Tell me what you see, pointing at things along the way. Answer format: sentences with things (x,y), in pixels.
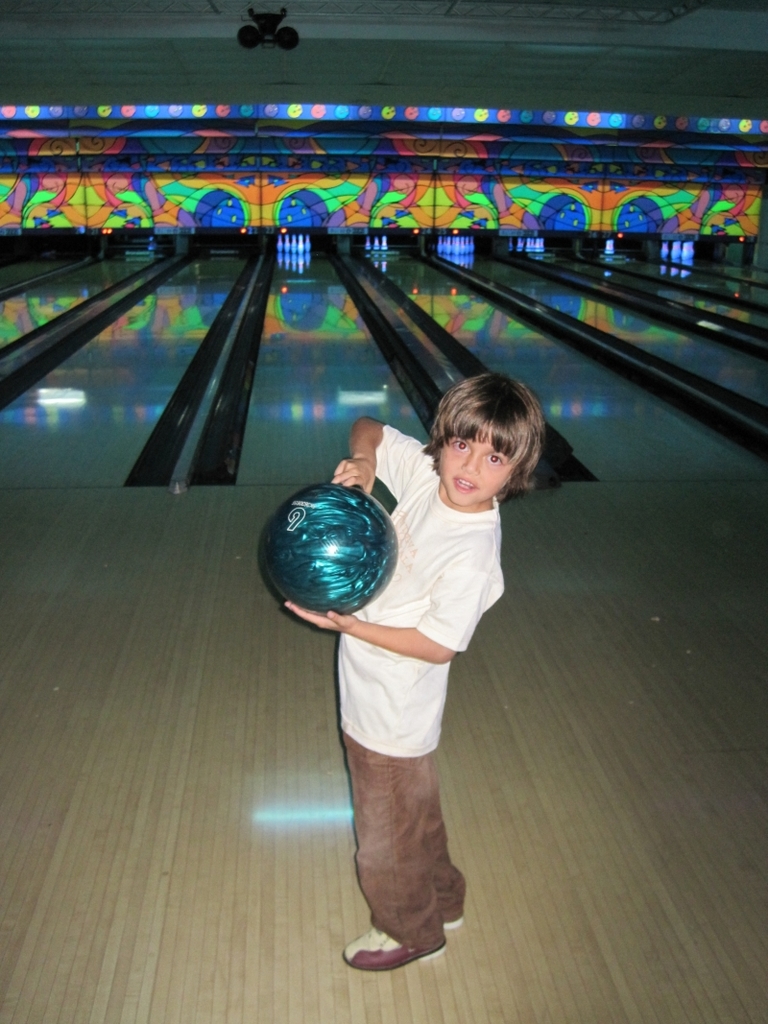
In this image I can see a boy (405,808). The boy (408,770) is holding a ball (317,557) in hands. In the background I can see white color objects (292,253) on floor (344,349).
